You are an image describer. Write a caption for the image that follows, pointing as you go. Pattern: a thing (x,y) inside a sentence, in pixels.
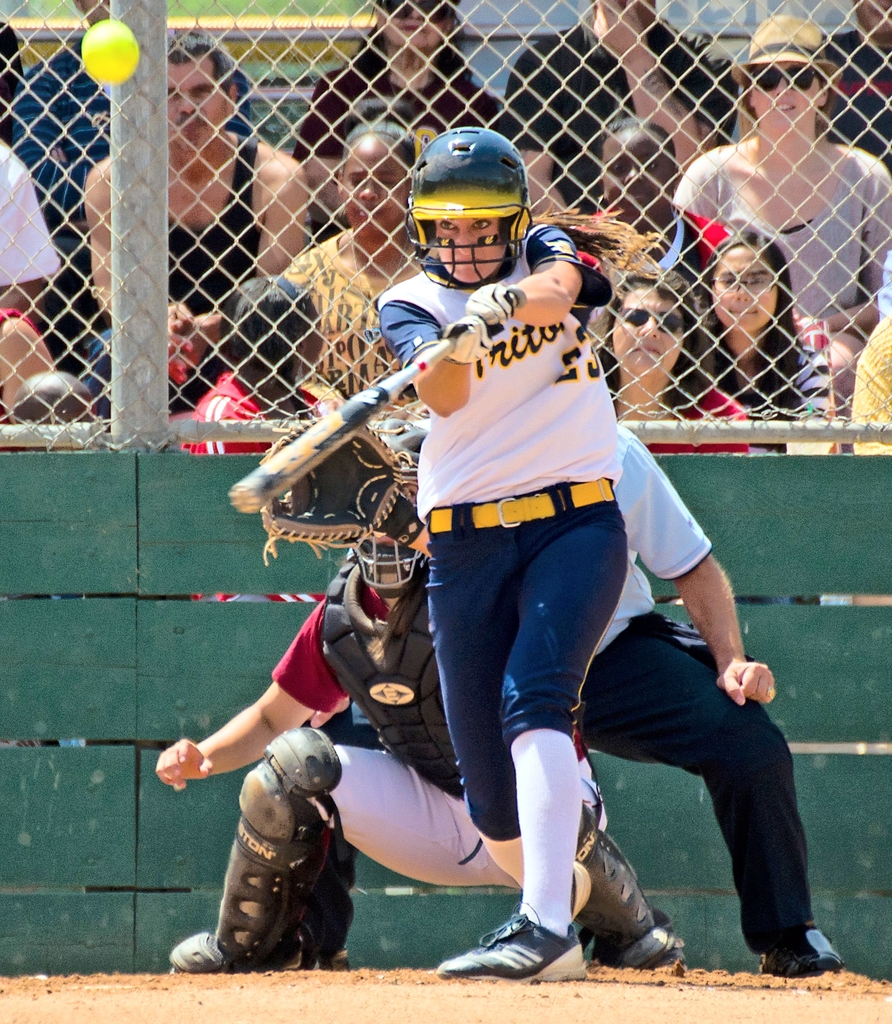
In this image we can see a woman (585,675) is standing on the ground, and holding a stick (368,409) in the hands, at back (402,450) here a person (415,450) is standing, here is the ball (124,36), here is the fencing (147,33), here are the group of people (406,204) sitting.
